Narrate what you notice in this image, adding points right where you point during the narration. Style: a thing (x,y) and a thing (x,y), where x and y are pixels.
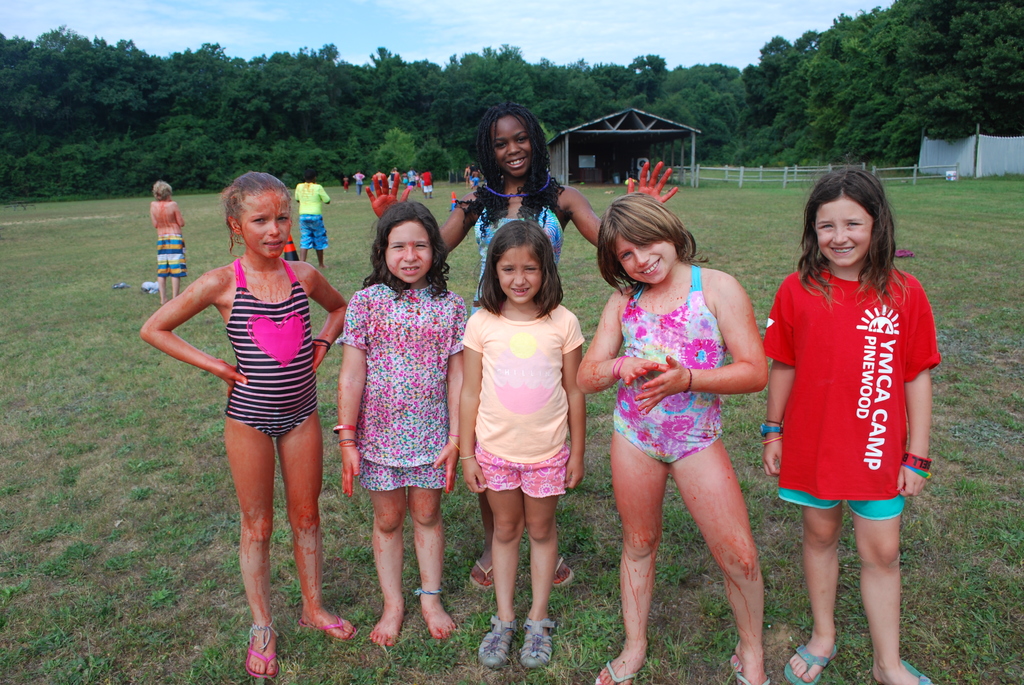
In this image there is grass (736,218). There are people (647,229). There is a shed (688,137). There is a fencing (760,172). There are trees (339,164) in the background (669,162). There is a sky (680,43).
